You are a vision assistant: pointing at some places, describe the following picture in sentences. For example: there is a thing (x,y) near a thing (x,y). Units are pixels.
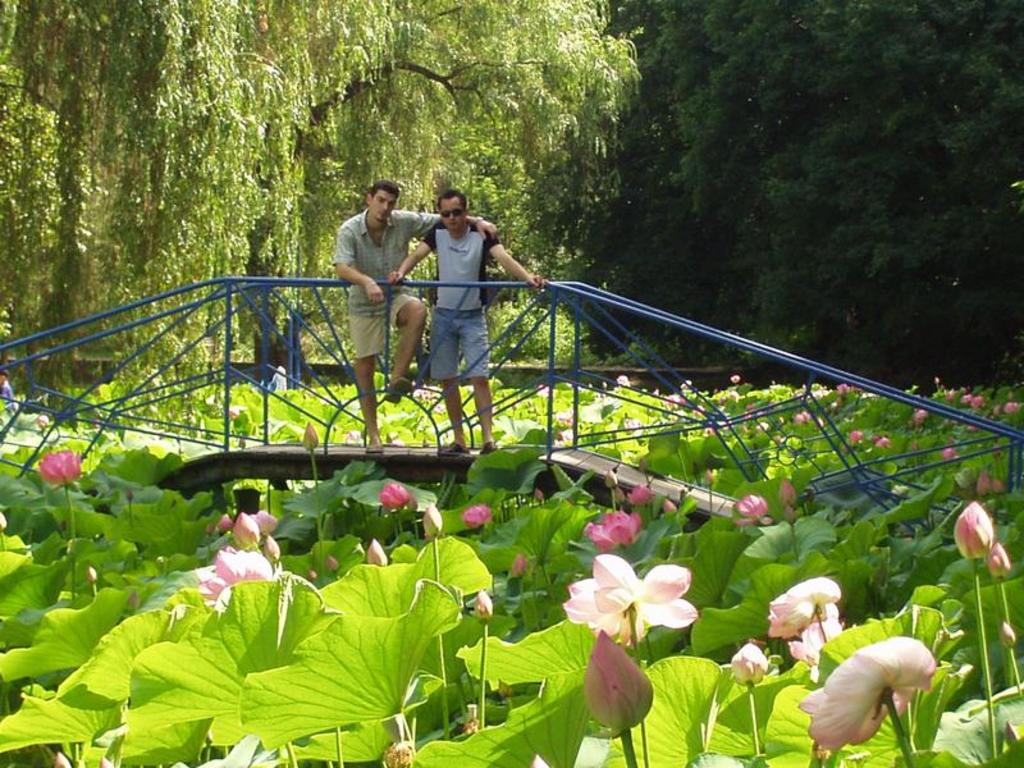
There are two men (378,304) standing on a bridge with railings (471,282). Person (466,265) on the right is wearing goggles (454,218). There are lotus flowers (577,593) with plants (271,605). In the background (496,149) there are trees (662,122).
